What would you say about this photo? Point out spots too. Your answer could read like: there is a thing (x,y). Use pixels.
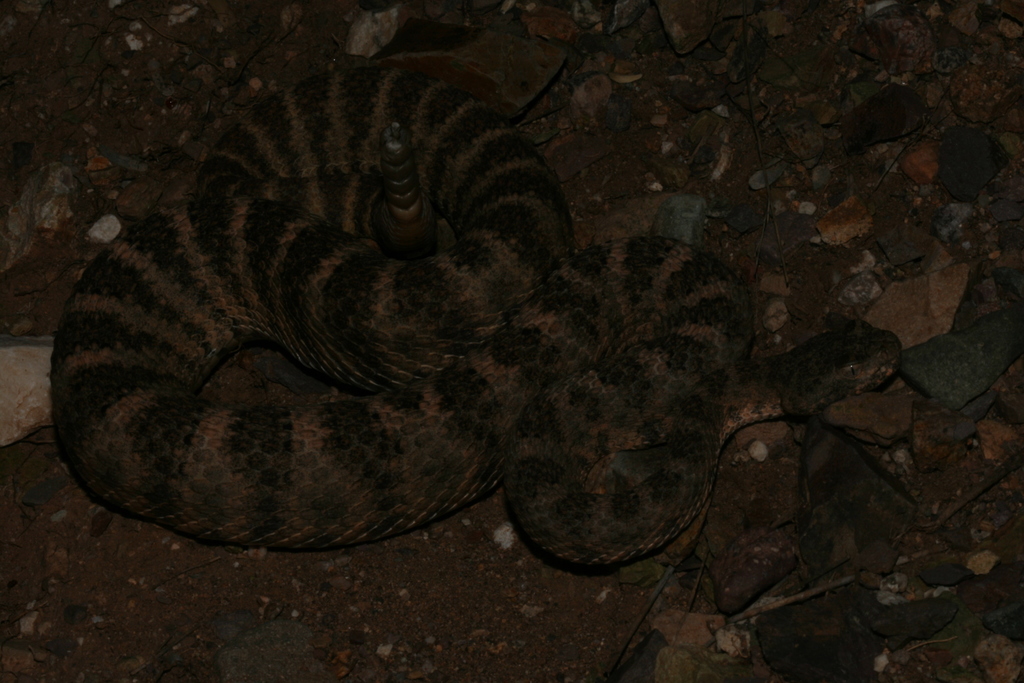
In this image I can see a snake (475,413). And there are stones (796,70) on the ground (933,477).
